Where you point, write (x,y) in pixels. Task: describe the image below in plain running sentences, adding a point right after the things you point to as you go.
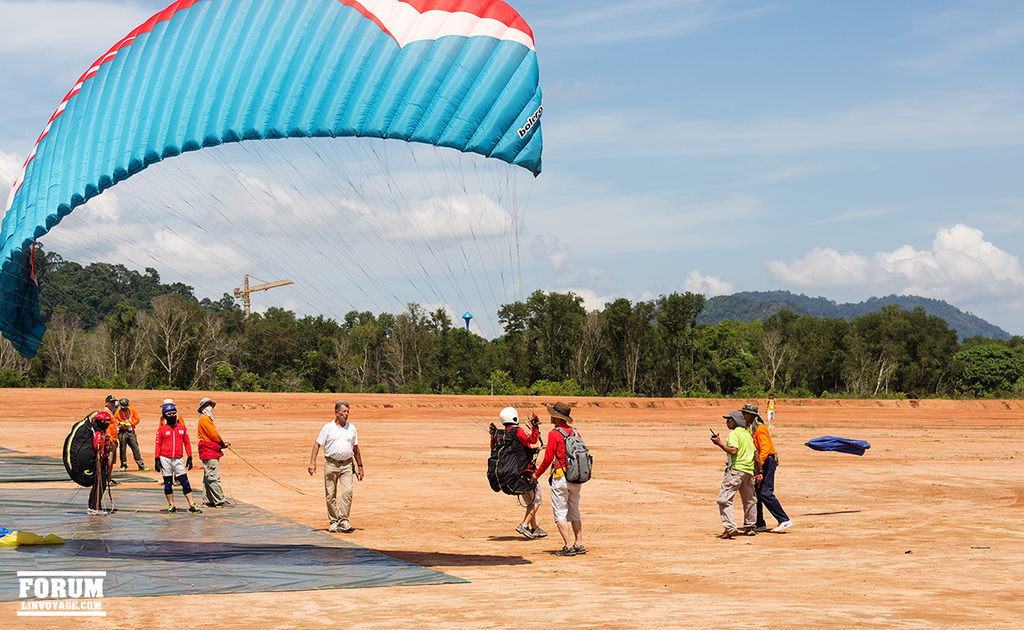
In this image there are many people (555,479). Some people (564,468) are wearing caps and some are wearing bags (570,448). Also there is a parachute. On the ground (38,439) there are sheets (261,562). In the background (239,336) there are trees (562,338) and sky (706,239) with clouds (873,248). In the left bottom corner (75,579) there is a watermark (89,587). In the background (278,283) there is a tower crane (243,295).
